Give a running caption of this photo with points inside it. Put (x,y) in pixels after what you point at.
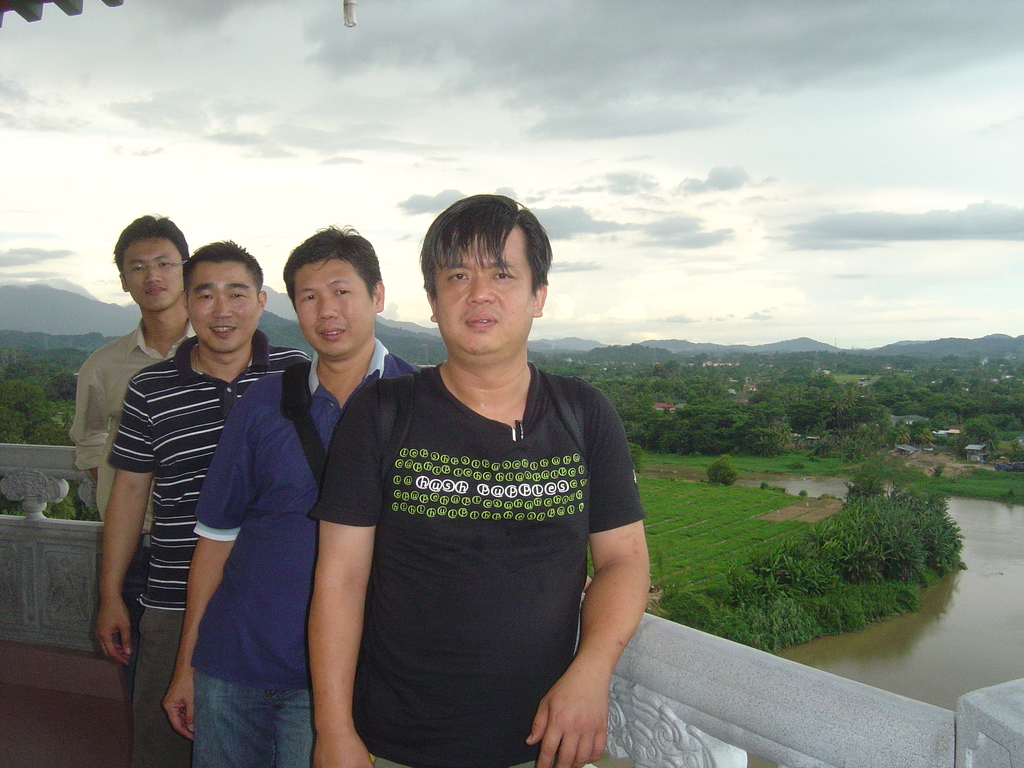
In this picture I can see four persons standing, there is water (868,627), there are buildings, there are trees (920,544), hills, and in the background (593,116) there is the sky (686,104).
